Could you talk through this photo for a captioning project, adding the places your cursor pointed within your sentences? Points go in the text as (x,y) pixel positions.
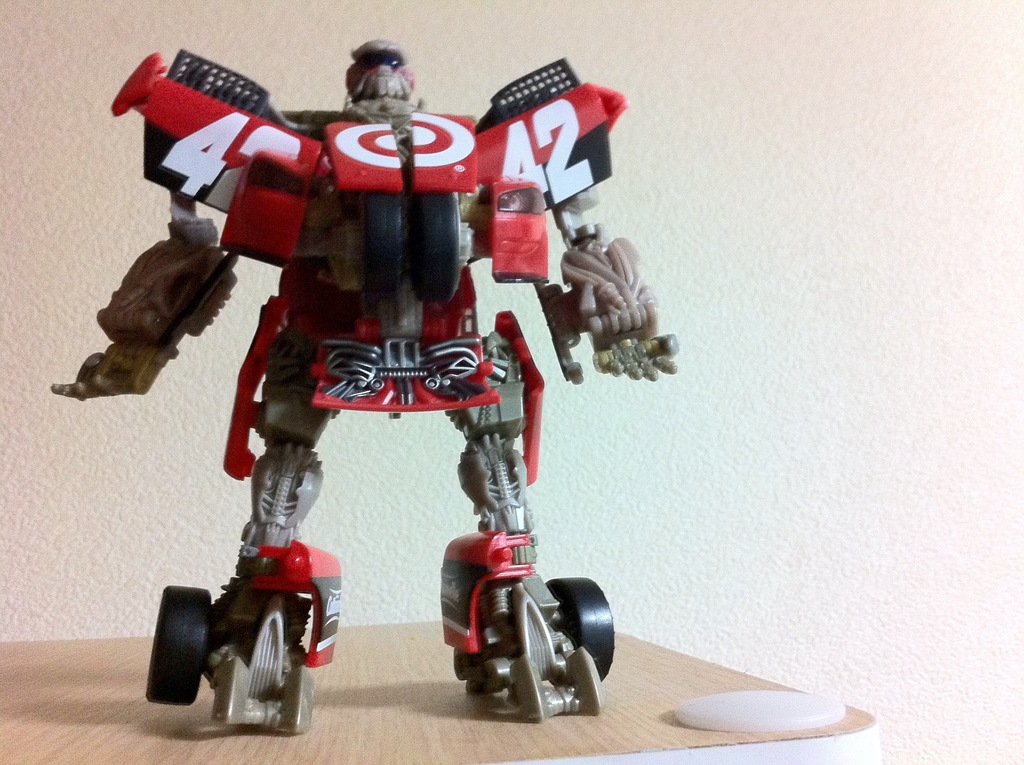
In this picture we can observe a toy (402,260) which is in red color. This toy (377,371) is placed on the cream color table (110,711). In the background (741,127) we can observe a white color wall (769,364).
